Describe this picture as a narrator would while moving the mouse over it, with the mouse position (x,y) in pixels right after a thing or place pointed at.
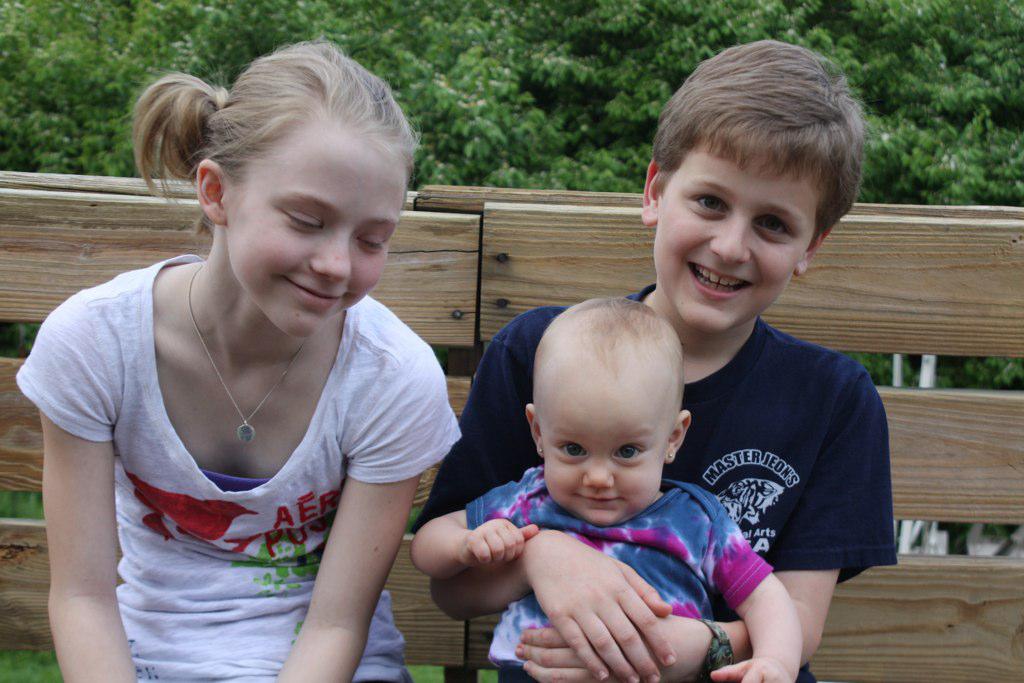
The girl (391,402) on the left corner of the picture (222,430) wearing white t-shirt (251,623) is sitting on the wooden bench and she is smiling. Beside her, the boy (727,446) in the blue t-shirt (750,442) is holding the baby (502,619) in his hands (627,630) and he is sitting on the bench (838,598). He is also smiling. Behind them, there are many trees (516,111).
